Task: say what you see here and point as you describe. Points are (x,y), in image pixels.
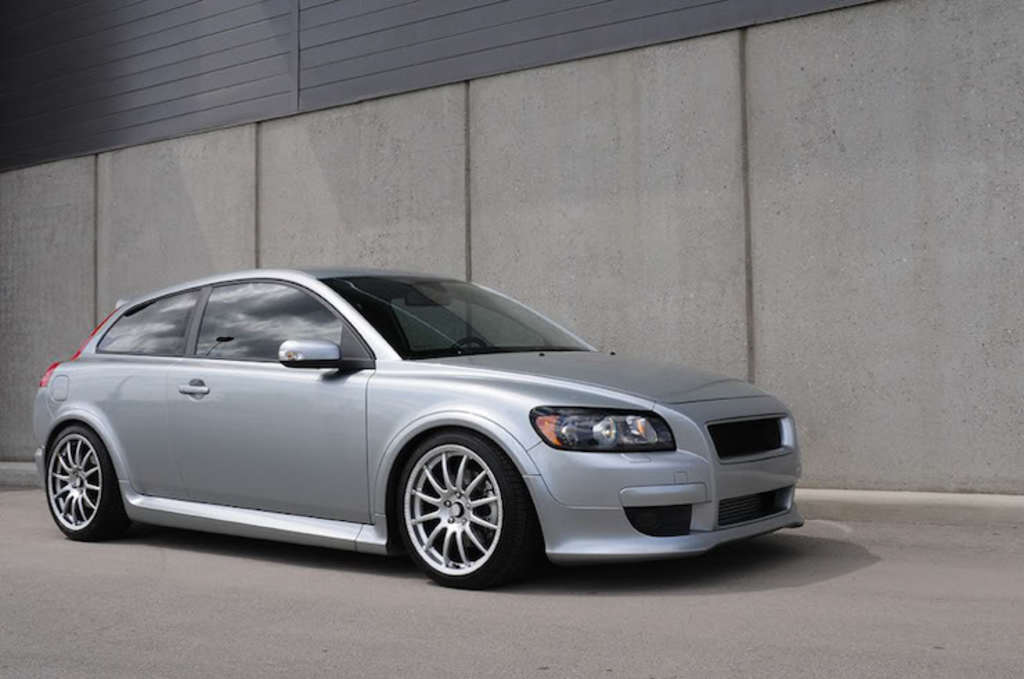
It is a car (433,500) in silver color and this is the wall (604,197).
